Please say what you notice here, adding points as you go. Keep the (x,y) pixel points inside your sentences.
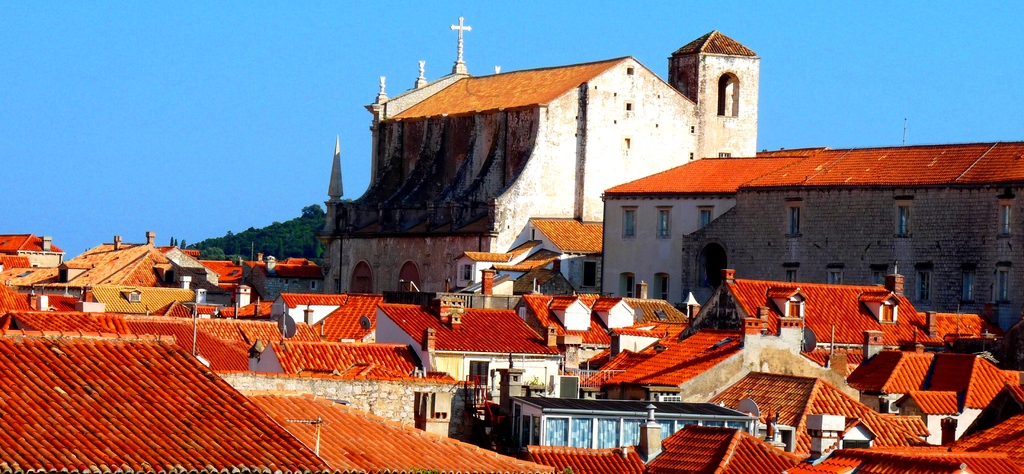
Here we can see buildings (149,410), houses (344,323), windows (576,445). In the background (316,249) there are trees (307,247) and sky (256,32).
